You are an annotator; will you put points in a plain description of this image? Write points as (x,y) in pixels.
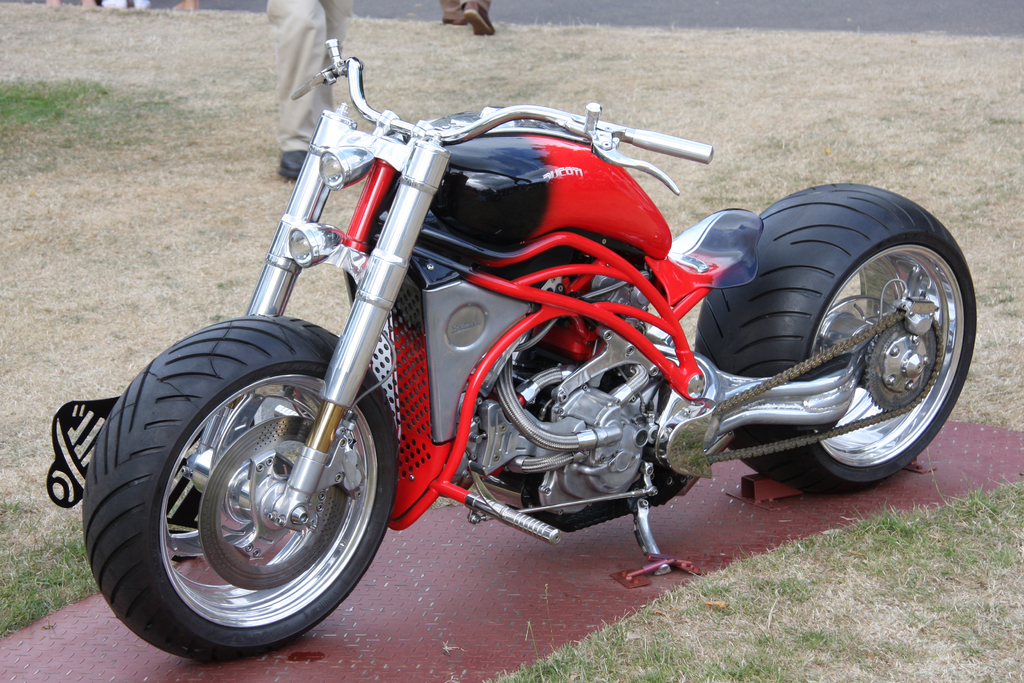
In the middle of the picture (644,385), we see a bike (468,433). This bike (525,429) is in red color. At the bottom of the picture (809,595), we see grass (751,575). Beside that, we see the legs (297,86) of a human (314,10).
